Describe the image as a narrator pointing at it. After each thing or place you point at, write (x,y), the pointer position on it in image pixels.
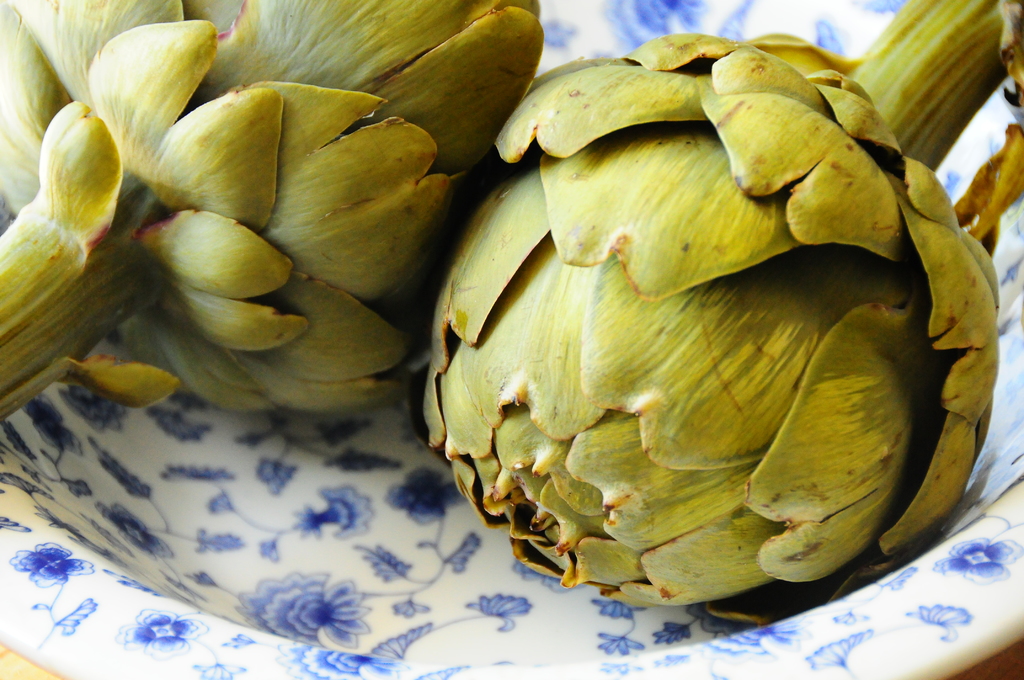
In this image, we can see plants (443,327) in the bowl (45,548).
